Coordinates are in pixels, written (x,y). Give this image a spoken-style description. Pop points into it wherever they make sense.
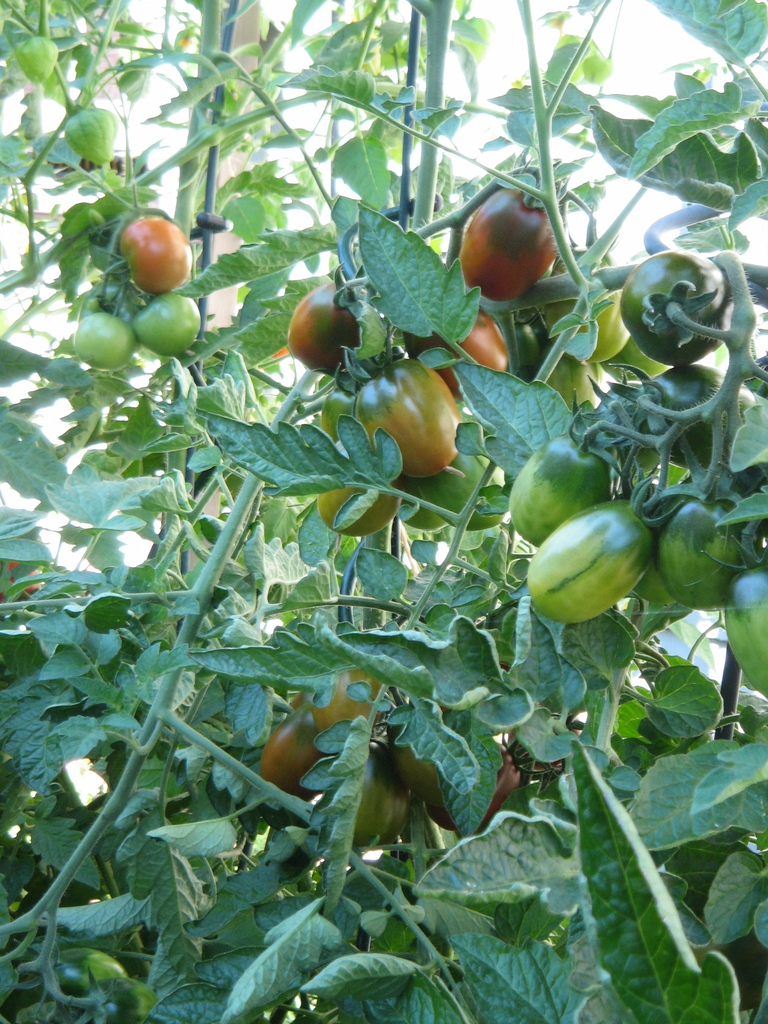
In this picture there is a tree (409,639) which has few vegetables (515,280) on it.
